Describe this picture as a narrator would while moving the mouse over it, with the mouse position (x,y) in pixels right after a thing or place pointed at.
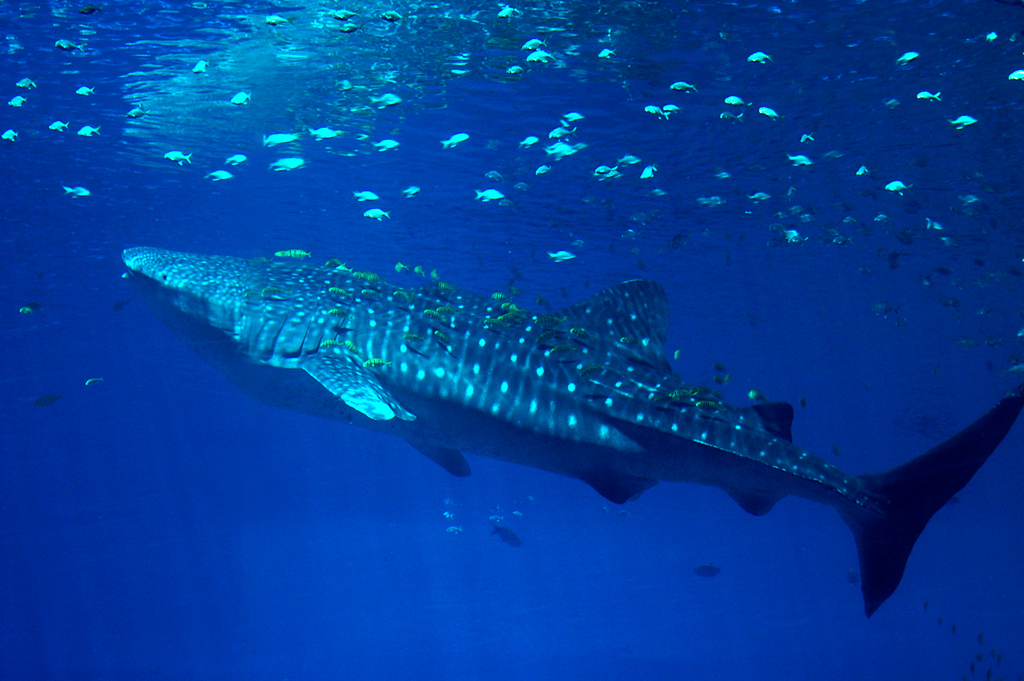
In this image there is a big fish (397,427) in the water (138,325). There are few small fishes (397,269) around it.
